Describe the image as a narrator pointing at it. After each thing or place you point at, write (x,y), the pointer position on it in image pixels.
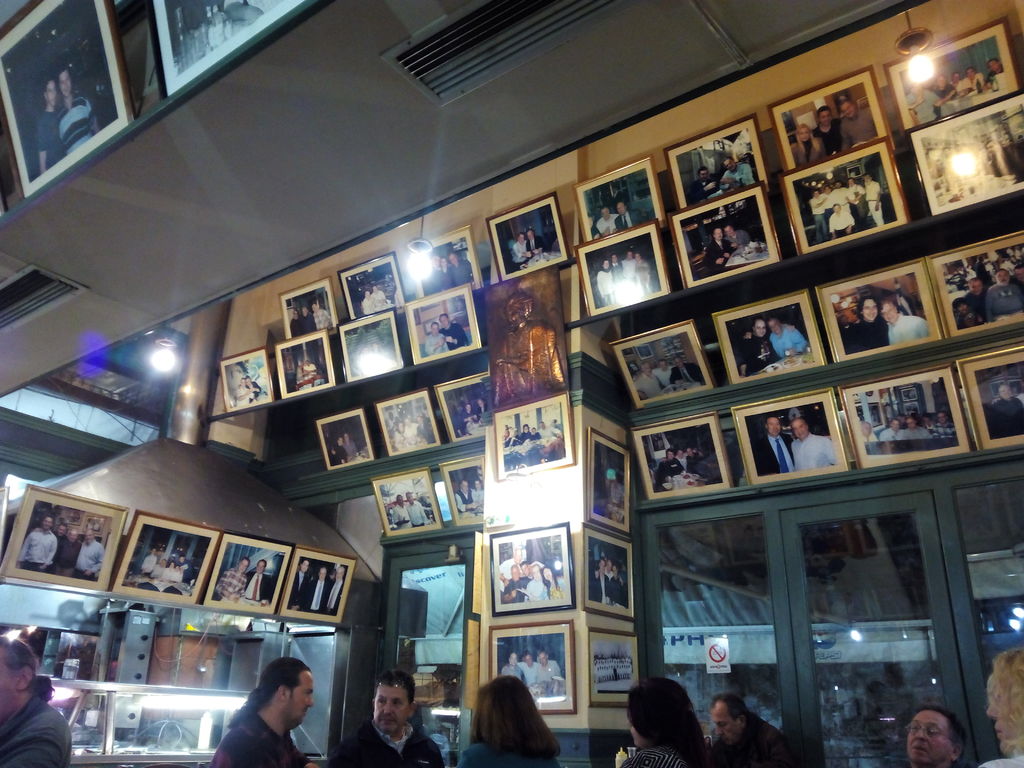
In this picture there are people (1005,721) and we can see frames (481,402), lights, poster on a glass (739,619) and objects (14,605).
